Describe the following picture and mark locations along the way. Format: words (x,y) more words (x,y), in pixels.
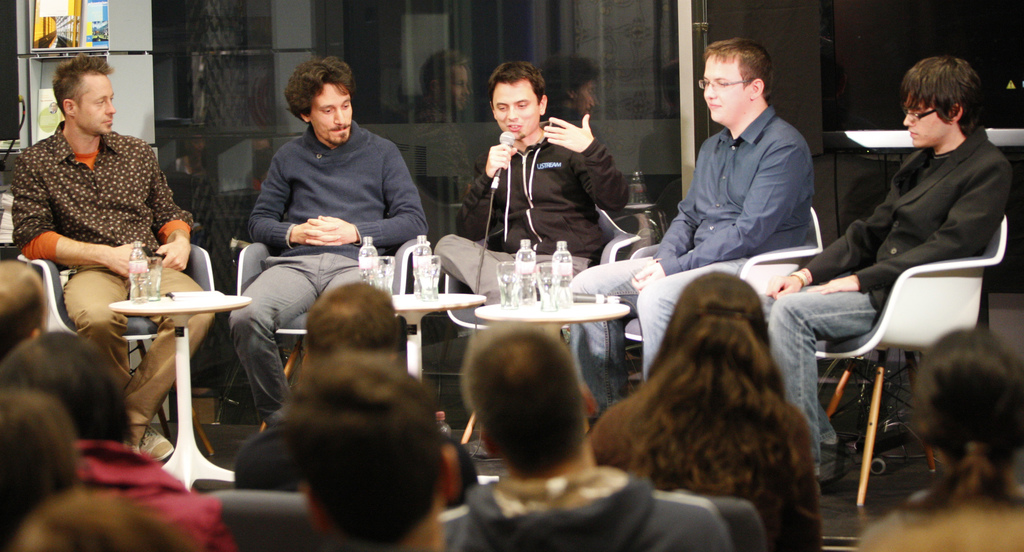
In this image I can see number of people (535,209) are sitting on chairs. In the background (524,165) I can see one of them is holding a mic (504,137) and in the front of him I can see three tables (121,310) and on it I can see number of bottles (130,265) and glasses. On the top left side of this image (122,51) I can see few stuffs (70,16).
